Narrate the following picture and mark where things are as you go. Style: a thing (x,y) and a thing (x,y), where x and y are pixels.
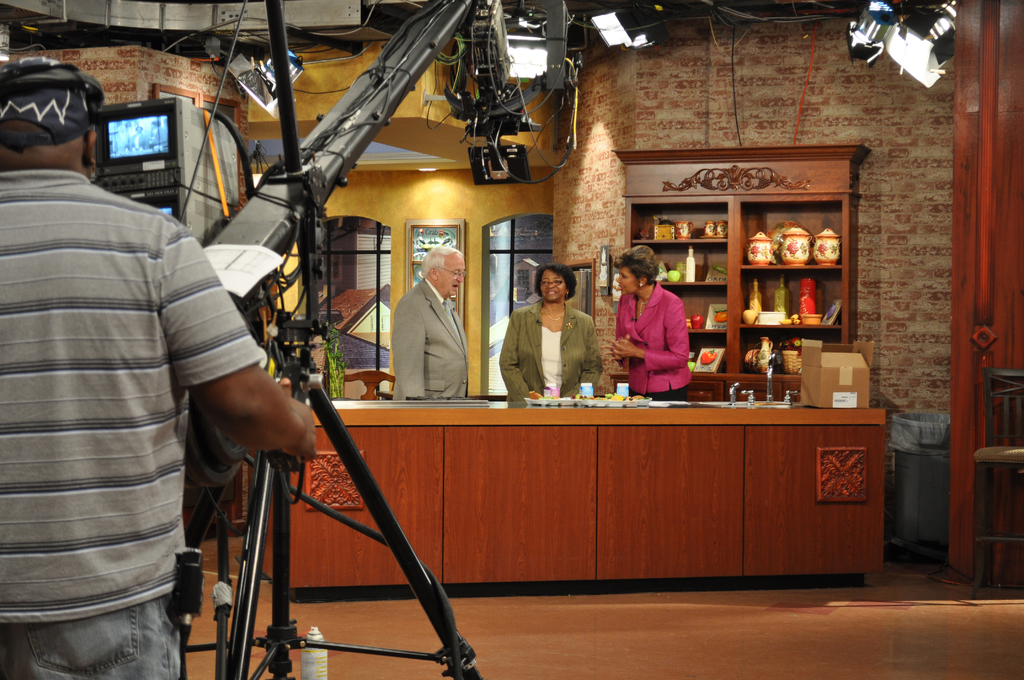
On the left side of the image (95,667) there is a man (106,659) standing and holding a stand (288,344) and we can see rod (281,252), cables (273,273) and camera (481,45). We can see bottle (315,667) and floor (637,663). In the background of the image (798,359) there are three people (562,351) standing and we can see card board box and objects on the table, televisions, windows (496,259), objects (796,265) in racks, frame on the wall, chair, lights (268,79) and dustbin (919,498).
